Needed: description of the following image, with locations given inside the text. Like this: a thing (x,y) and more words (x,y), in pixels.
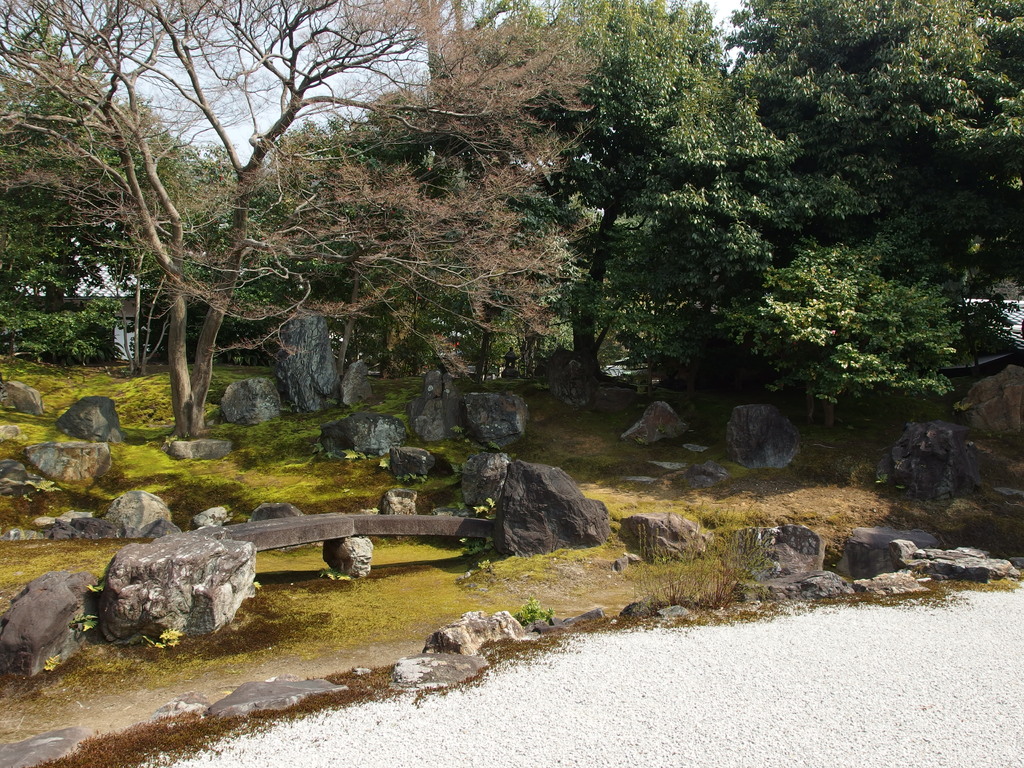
In this picture we can see some trees (426,230) here, there are some rocks (351,430) here, at the bottom (309,575) there is grass (318,577), we can see the sky (235,50) at the top of the picture (299,39).
